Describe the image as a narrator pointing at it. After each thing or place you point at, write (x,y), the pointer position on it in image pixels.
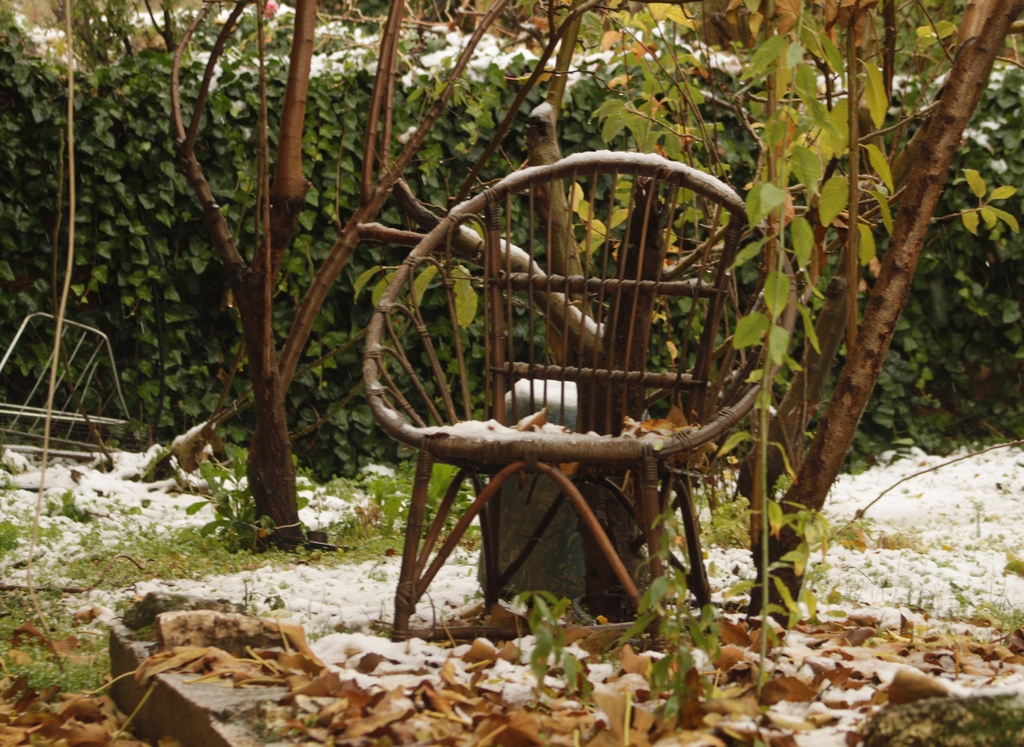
in this picture we can see chair (631,375), snow (462,648), leaves (163,651), snow (365,500) and plants (91,665). In the background of the image (130,354) we can see leaves (318,199) and metal object (108,423).
